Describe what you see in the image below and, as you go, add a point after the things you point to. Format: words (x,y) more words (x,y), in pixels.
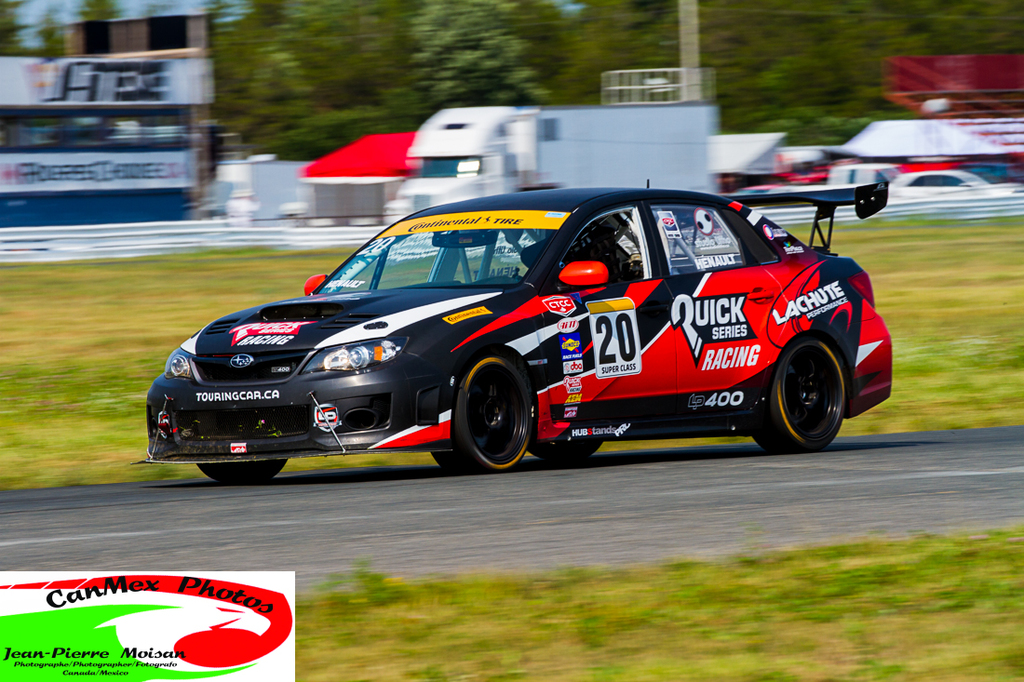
In this image there are trees (814,69) truncated towards the top of the image (398,73), there is an object (67,144) truncated towards the left of the image (24,97), there are boards (92,102), there is text (78,78) on the boards (72,92), there are objects (926,94) truncated towards the right of the image (949,82), there is the road (637,496), there is a car (217,477) on the road (477,516), there is grass (133,322), there is grass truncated towards the bottom of the image (740,623), there is text (145,650) towards the bottom of the image (177,587).
